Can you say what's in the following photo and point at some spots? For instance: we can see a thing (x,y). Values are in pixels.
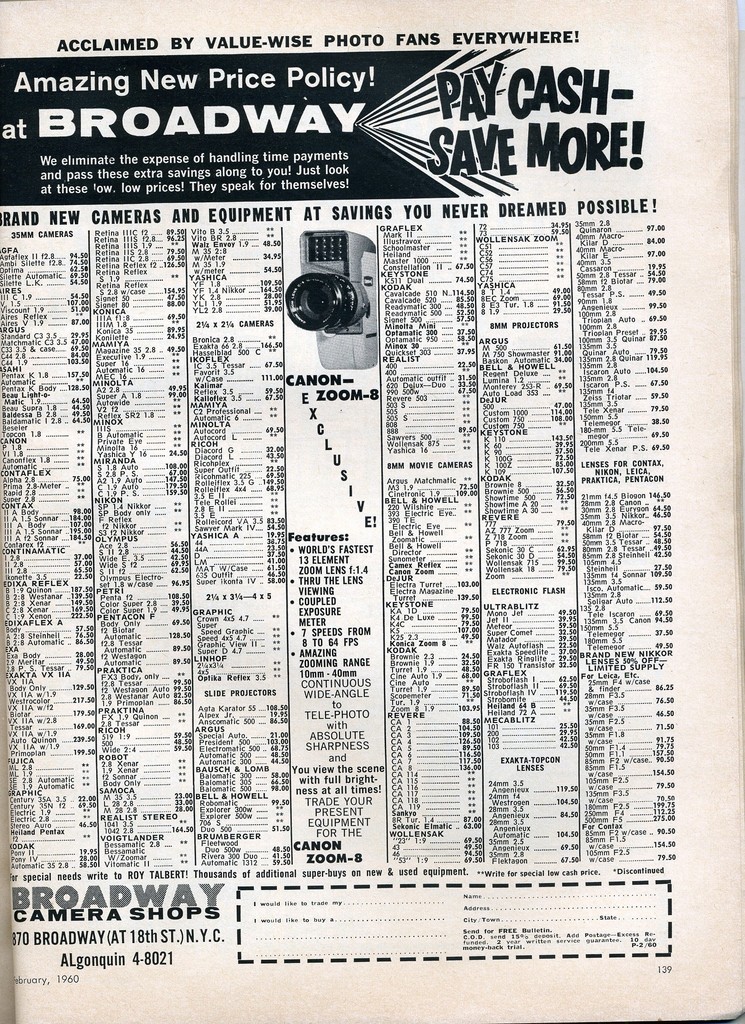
In this image we can see an advertisement (311,605) in black and white.
